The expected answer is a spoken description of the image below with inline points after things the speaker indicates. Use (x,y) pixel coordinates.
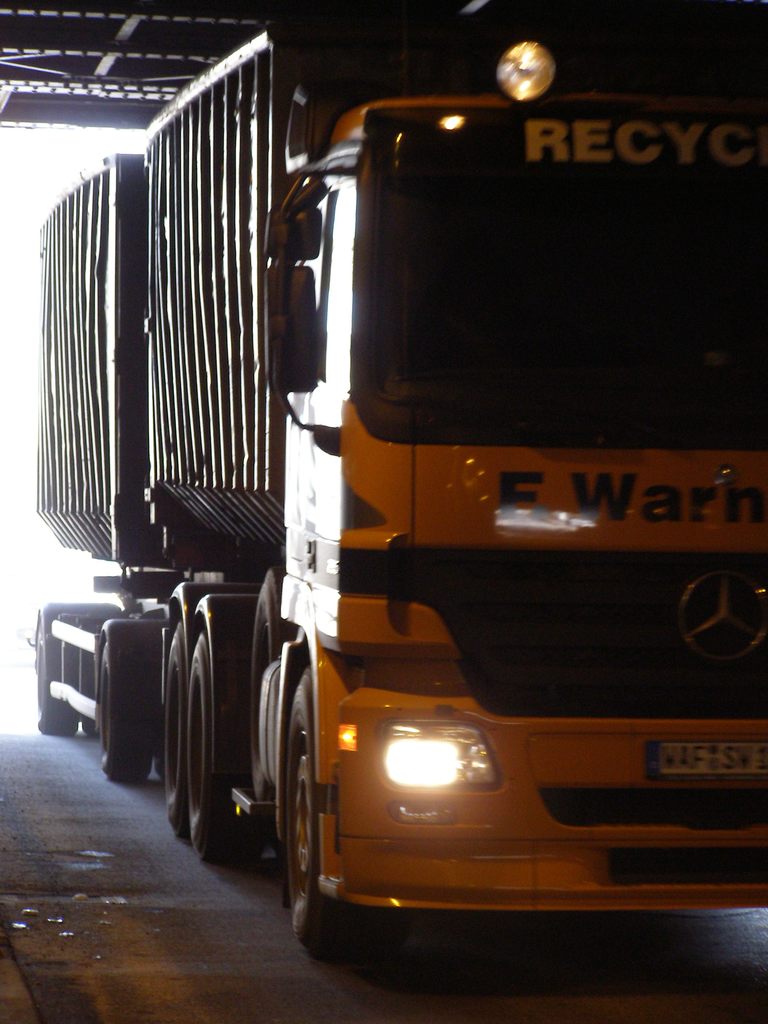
In this image there is a big goods vehicle (361,552) on the floor (71,1007) under the roof shed (398,6).
